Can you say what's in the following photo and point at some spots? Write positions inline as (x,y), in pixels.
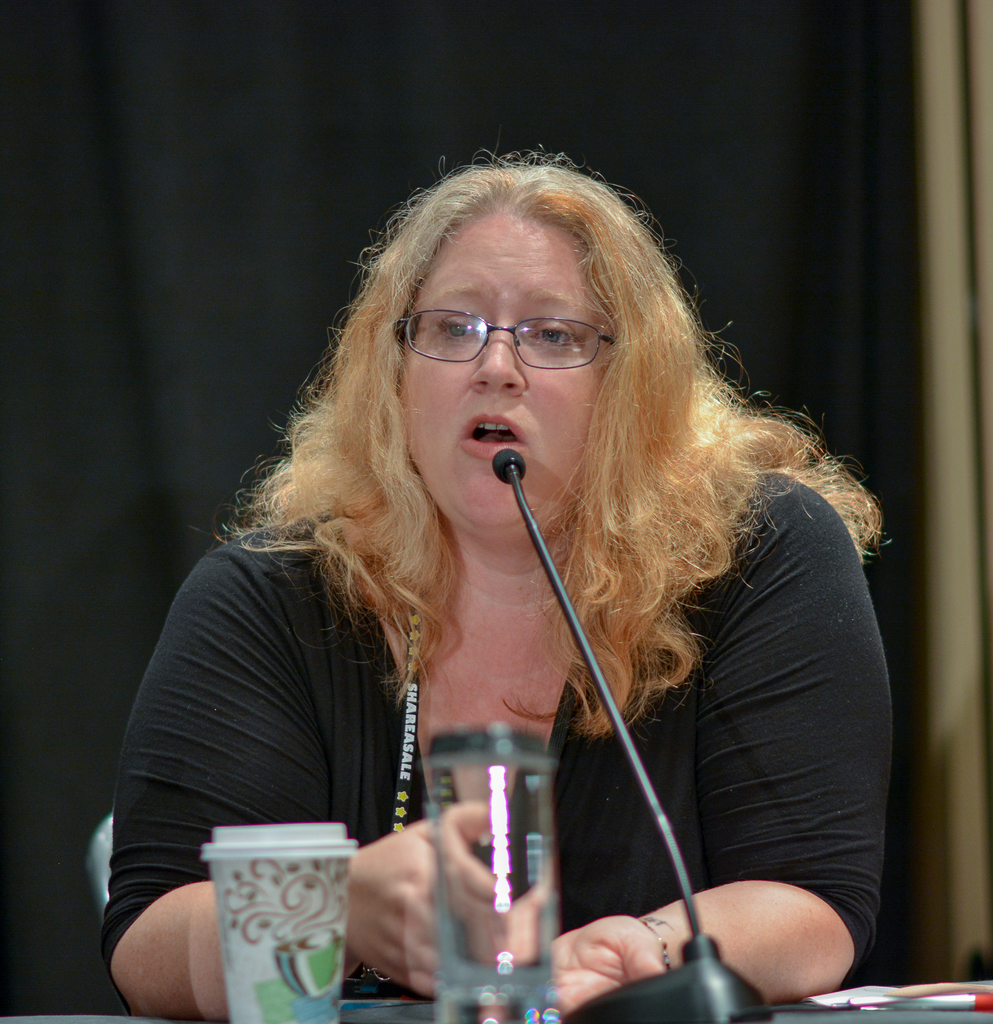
In the center of the image (461,376) we can see woman (383,350) sitting at the table (931,1011). On the table (879,1006) we can see mic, glass tumbler (482,881), glass (255,903) and pen (915,1006). In the background (748,256) we can see wall (917,44) and curtain (291,181).
